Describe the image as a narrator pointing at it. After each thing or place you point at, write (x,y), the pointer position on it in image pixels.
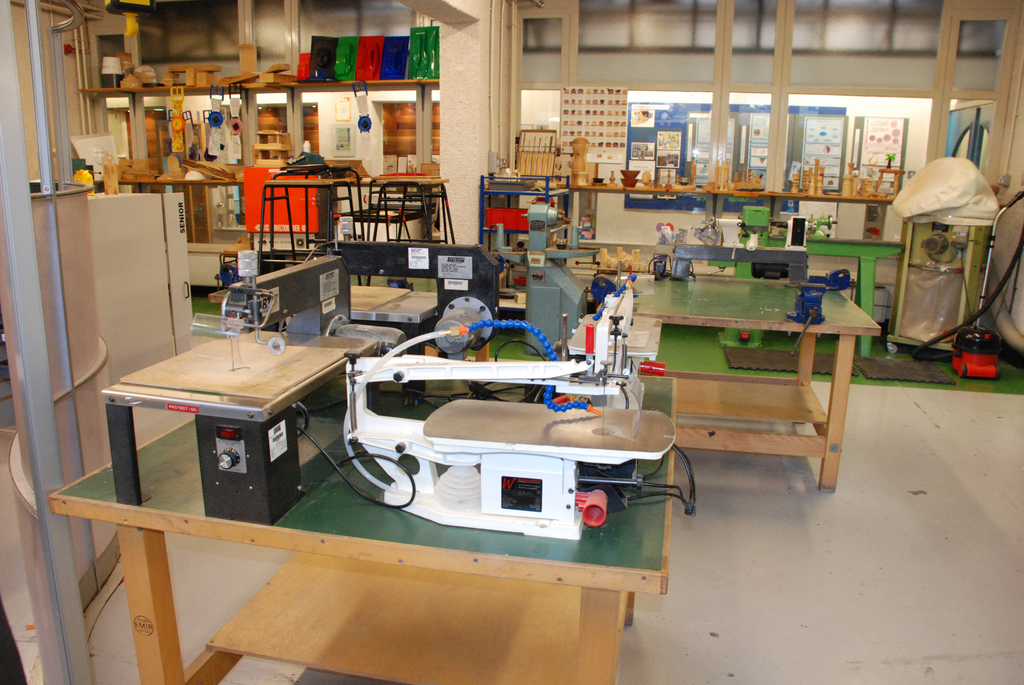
In this image I can see number of tables (734,412) and on these tables (744,321) I can see few machines (187,392). In background (750,371) I can see green colour floor mattress (999,385) and many more other stuffs (89,164). I can also see red color thing (970,340) over there.
